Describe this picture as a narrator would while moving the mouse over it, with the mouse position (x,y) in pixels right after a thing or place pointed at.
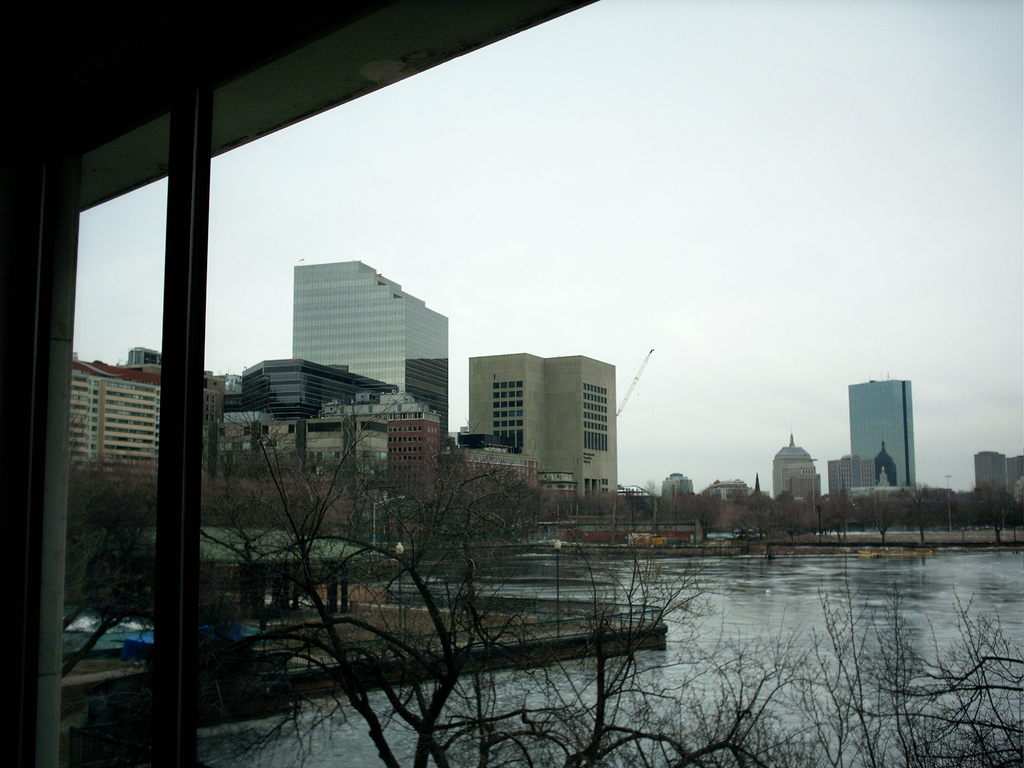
In the foreground of the picture (503,696) there are trees (437,714) and a glass window (198,390). In the center of the picture (519,442) there are trees (862,522), buildings (547,484), grass (336,634) and a water body (722,589). Sky (680,384) is cloudy.
